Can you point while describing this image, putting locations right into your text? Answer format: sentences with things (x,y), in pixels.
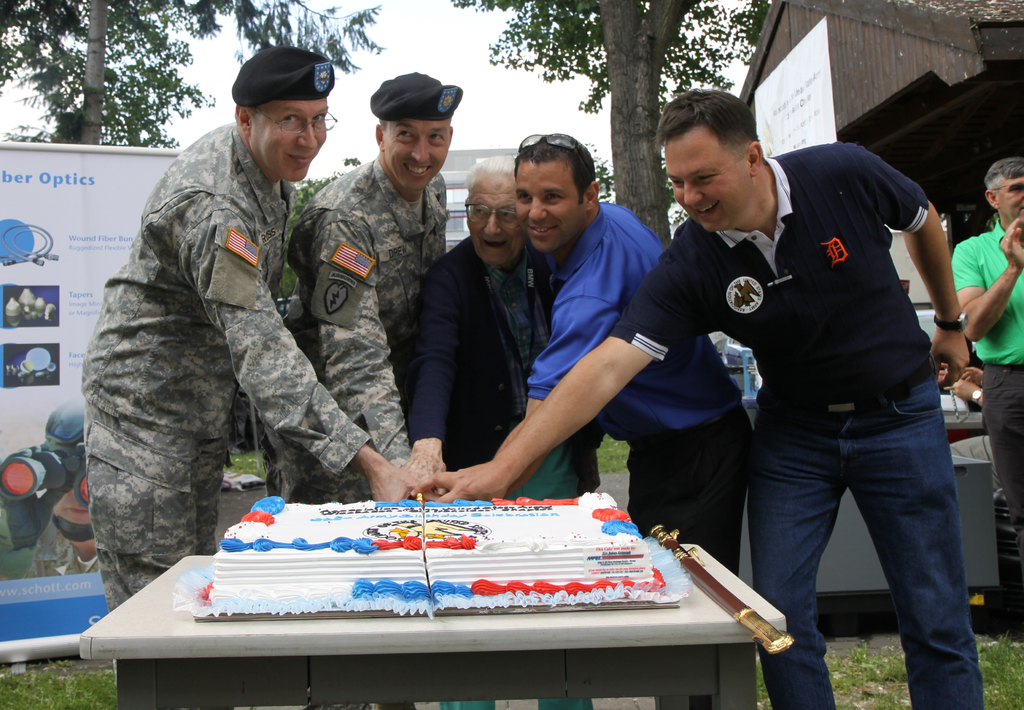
In this image few people (483,256) are holding the knife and they are cutting the cake (328,557) which is on the table (432,621). Two people (259,265) on the left side of the image (259,265) are wearing caps (319,96) and uniform (298,241). Few people (369,329) are on the grassland (1009,645). Right side (979,508) there is an object (965,509). Left side (17,523) there is a banner (32,273). Right top there is a house (942,80). Background (83,57) there are trees (650,119) and buildings (461,197). Top of the image (440,35) there is sky (472,33).
